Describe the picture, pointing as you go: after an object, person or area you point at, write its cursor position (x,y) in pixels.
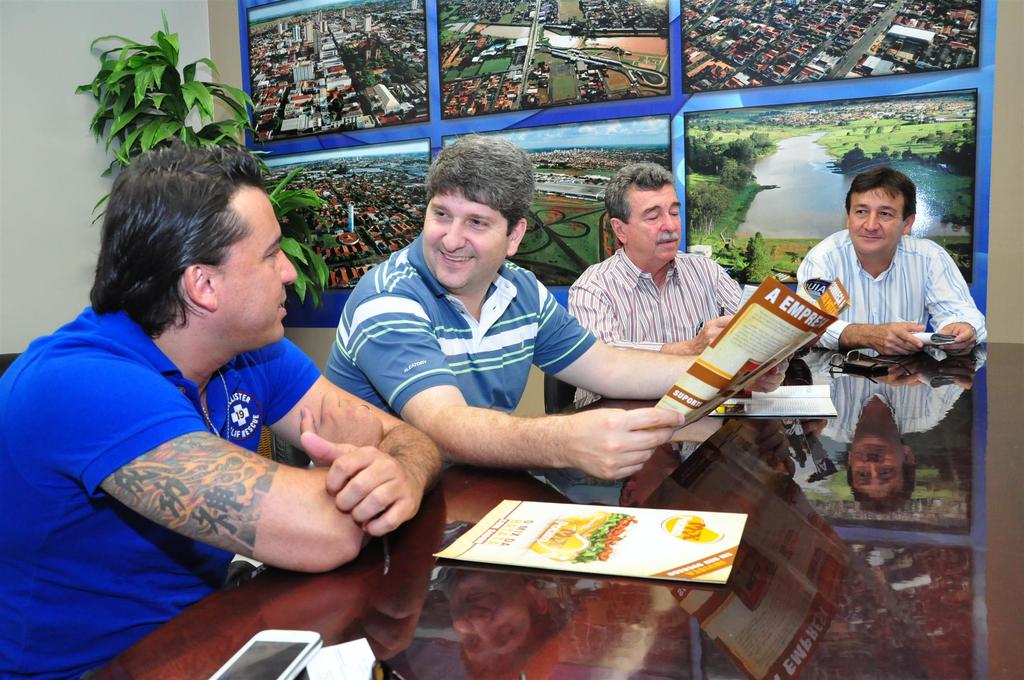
This is the picture inside of the room (416,104). There are four people (484,327) sitting behind the table (755,625). There are papers (501,537), phones (287,649) on the table (655,599). At the back (335,172) there are frames (398,95) on the wall (109,20), at the back (292,233) there is a plant (225,98).
